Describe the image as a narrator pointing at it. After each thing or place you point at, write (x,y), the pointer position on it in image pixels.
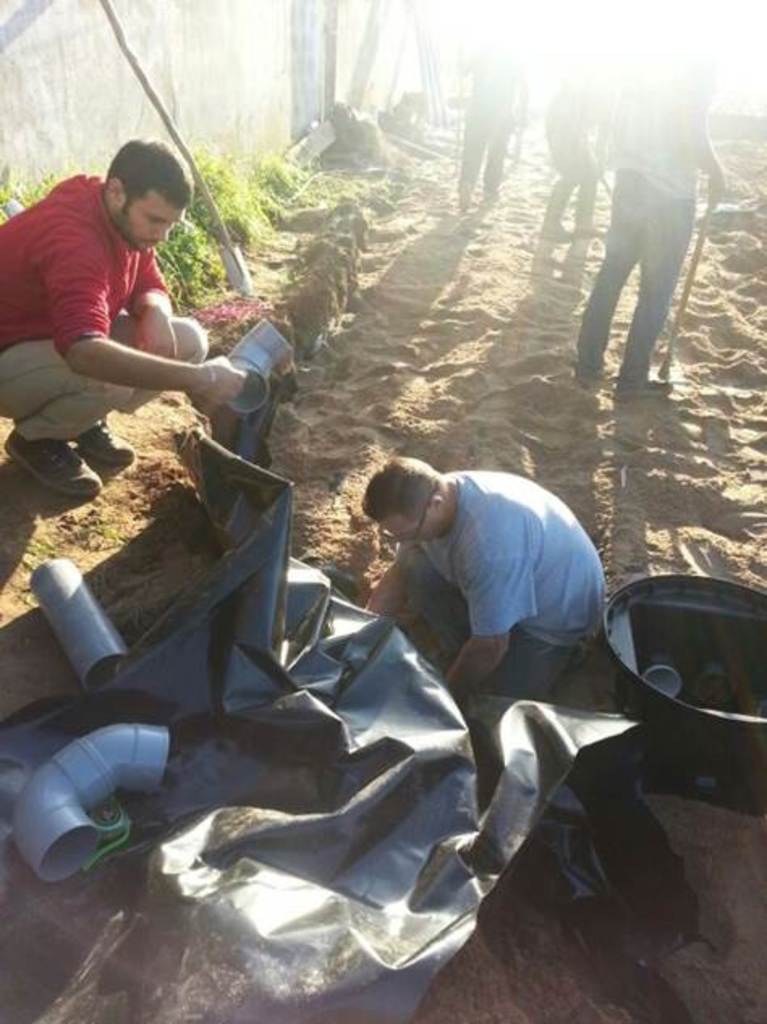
In this picture we can see the person (510,598) sitting on the ground (507,228) and doing plumbing work. In the front (244,720) there is a black plastic cover (172,918). On the left side (101,281) there is a man (115,310) wearing the red color t-shirt (100,303) and holding the plumbing pipe (259,382). In the background (107,96) there is a white wall (210,94).
